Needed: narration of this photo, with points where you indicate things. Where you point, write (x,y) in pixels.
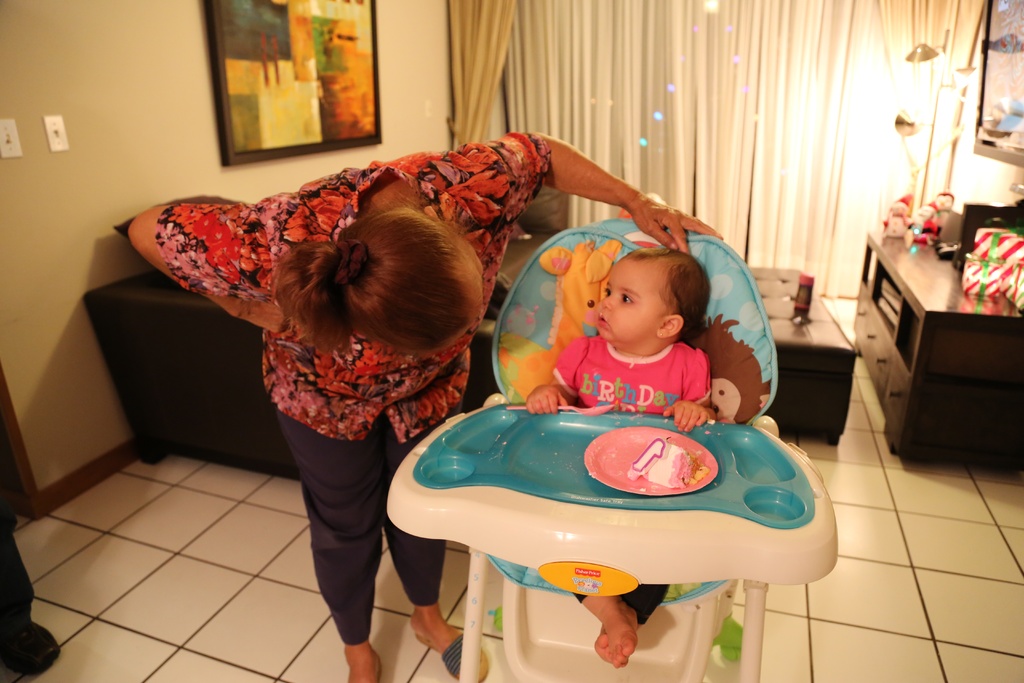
This image is taken in indoors. At the bottom of the image (820,583) there is a floor (871,581). At the background (11,237) there is a wall (415,70) with frames (357,83) and curtains (690,104). In the middle of the image (608,324) a woman (581,155) is standing and holding a baby chair (578,511) with a baby (658,368) in it. In the right side of the image (989,108) there is a television (998,124) and a cupboard (905,280) and there were few things (917,238) on it.
